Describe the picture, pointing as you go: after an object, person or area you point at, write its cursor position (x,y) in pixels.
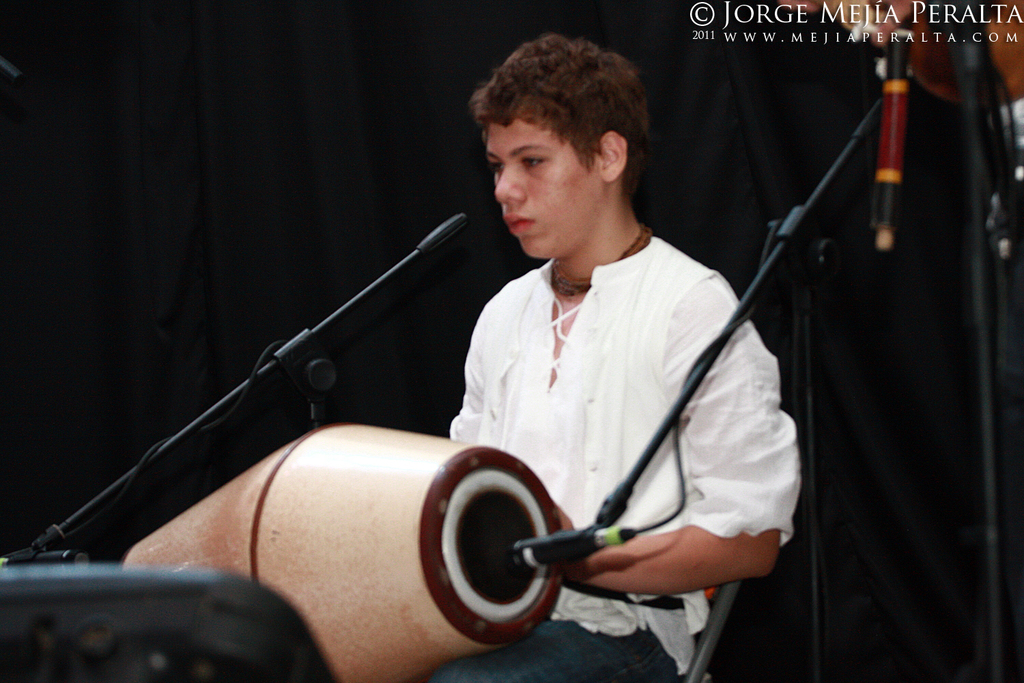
In this picture we can see a person (594,269) sitting on the chair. He kept a drum (476,598) on his lap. There is a mic (568,544) and background (860,246) is black in color.
